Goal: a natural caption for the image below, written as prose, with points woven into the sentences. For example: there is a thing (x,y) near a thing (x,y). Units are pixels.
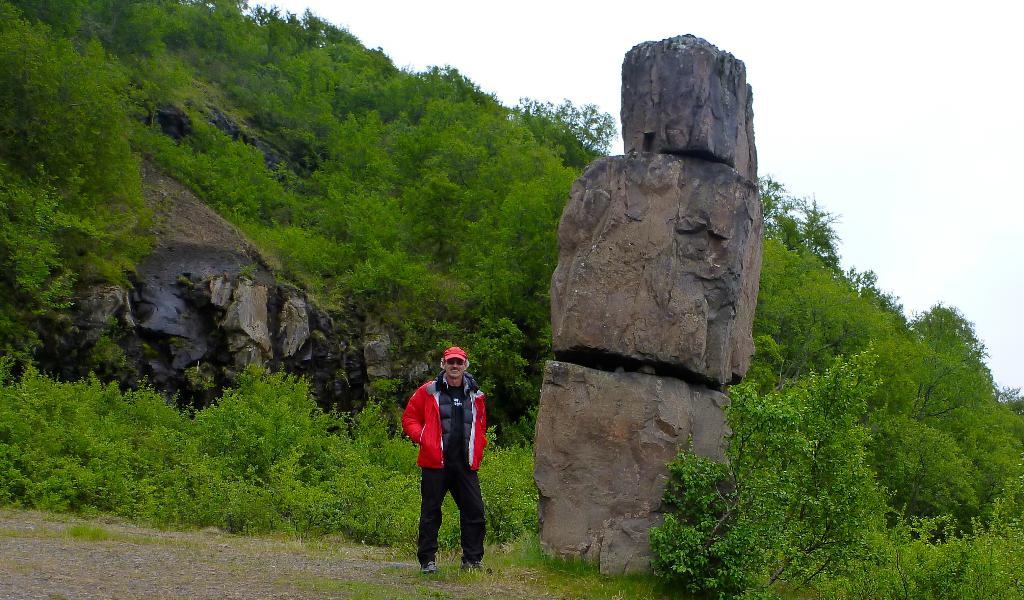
In this image there is a person (443,393) standing beside a big stone (728,336) behind him there is a mountain (9,388) with stones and plants (706,511).
